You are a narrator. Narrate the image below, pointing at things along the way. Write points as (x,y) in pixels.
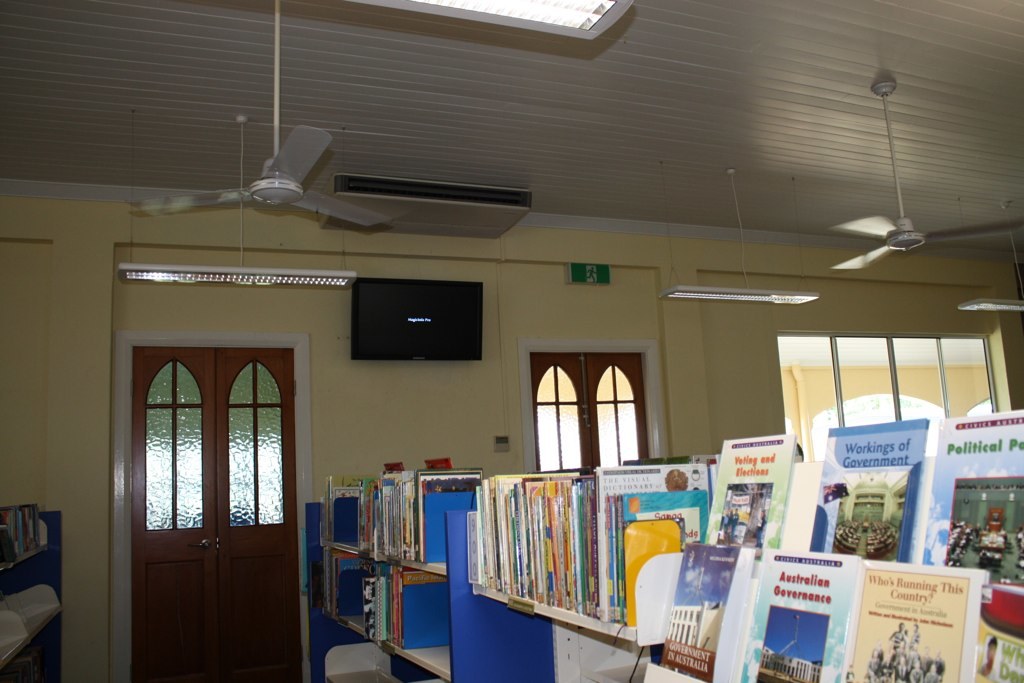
In this image I can see the cream colored wall (69,383), two brown colored doors (192,424), the glass window (888,389), the black colored object (478,314) to the wall (485,296), few lights (771,294) and fans (900,248) to the ceiling (633,112) and few blue colored racks (493,629). I can see number of books (495,528) in the racks (403,563).
